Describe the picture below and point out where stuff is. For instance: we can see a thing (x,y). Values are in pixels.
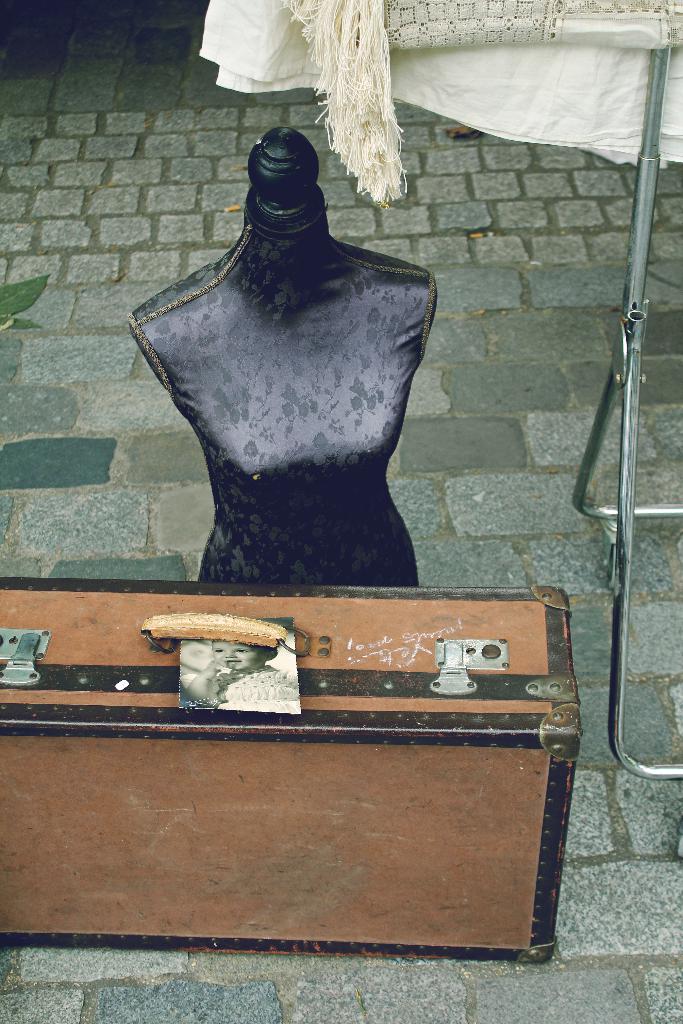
In this image i can see a mannequin (280,309) which is of black color dress (292,398) which is on the floor (482,483).
